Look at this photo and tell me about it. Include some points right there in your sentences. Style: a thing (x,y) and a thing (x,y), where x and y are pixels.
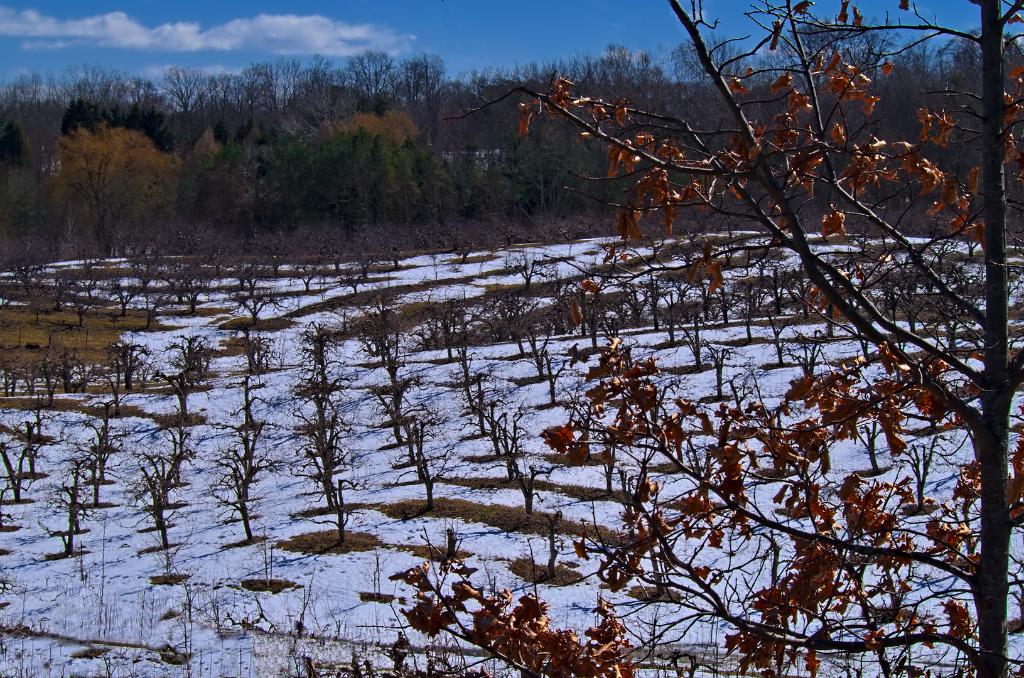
In this image in the front (704,258) there is a tree (812,397). In the center (421,426) there are plants (311,364). In the background (423,143) there are trees (274,97) and the sky (366,34) is cloudy.
